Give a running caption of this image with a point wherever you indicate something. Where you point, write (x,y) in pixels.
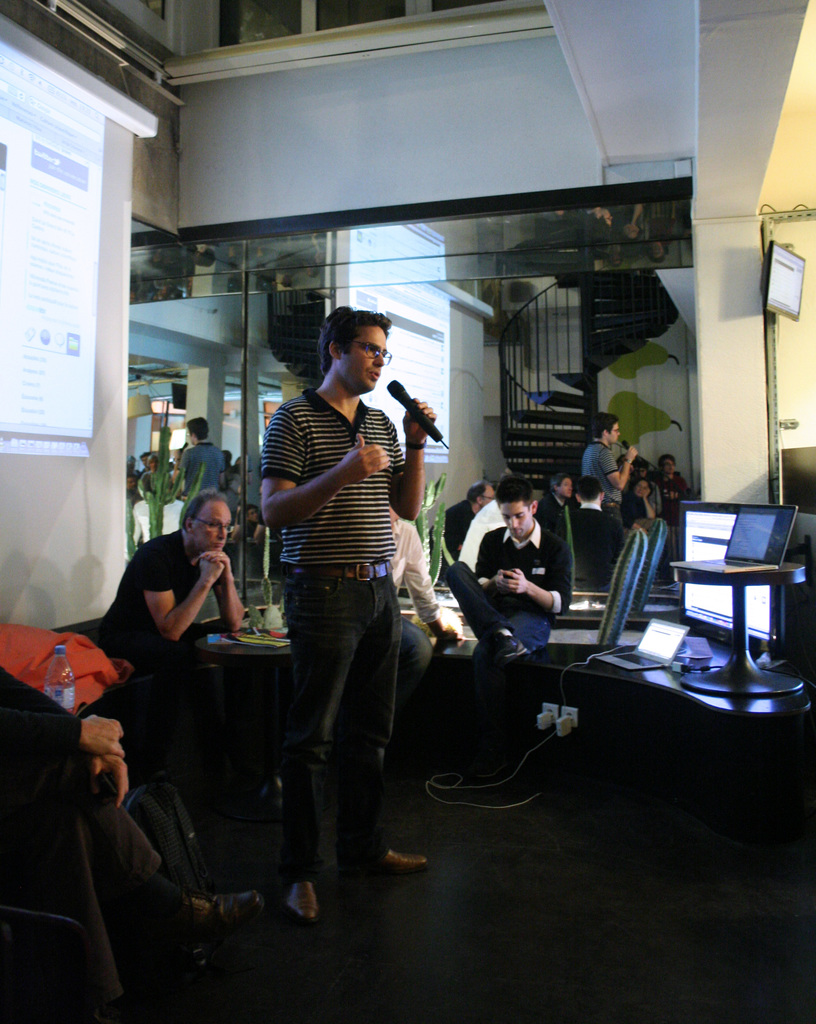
The picture is clicked inside a room (216,263), where a guy (350,392) is standing and talking through a mic (395,385). People (525,558) are around him. There are even monitors (690,614) to the right side of the image (683,641) and a projector (64,232) to the left side of the image (109,395). In the background (539,417) there are metallic steps (543,435) going upwards.
